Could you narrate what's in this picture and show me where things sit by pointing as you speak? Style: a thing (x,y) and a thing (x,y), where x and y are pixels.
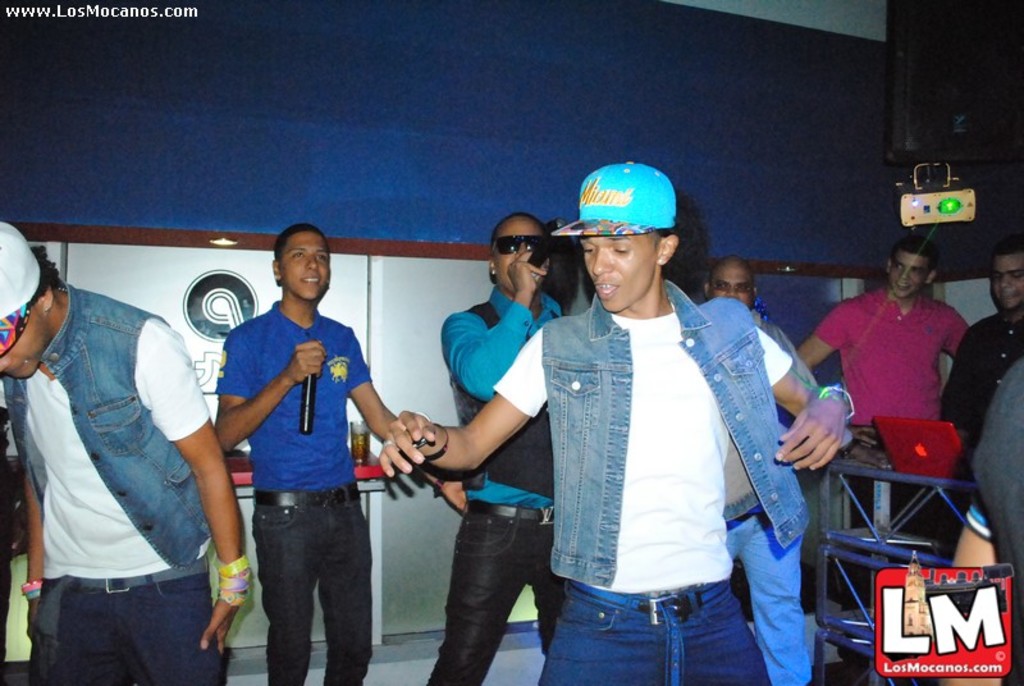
In this image two persons (297,346) are holding the mike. A person (275,348) wearing a blue shirt (309,331) is standing on the floor (377,680). Beside there is a person (519,304) wearing goggles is holding the mike (537,266). A person (598,381) wearing a jacket (706,364) is dancing. There is a table (381,474) having a glass (364,442) on it. At right side (895,467) there is a table (948,478) having laptop (925,448) on it. Right side (923,196) there is a light (919,211). Behind the table (906,508) there is a person (979,372) wearing a black shirt (973,366). Behind them there is a wall (877,124).
